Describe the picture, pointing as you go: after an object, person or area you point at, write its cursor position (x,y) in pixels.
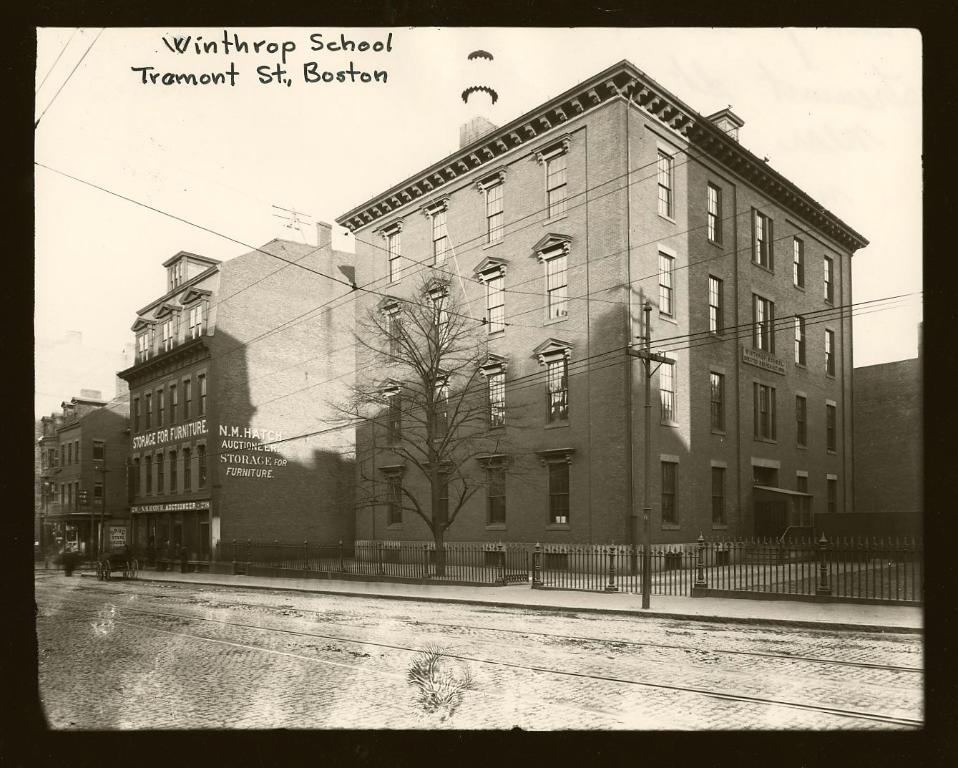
In this image we can see a group of buildings (317,457). On a building (299,526) we can see some text (166,433). In front of the buildings (200,434) we can see a tree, a pole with wires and a fencing (248,569). At the top (281,73) we can see the sky (310,114) and text (275,79).
